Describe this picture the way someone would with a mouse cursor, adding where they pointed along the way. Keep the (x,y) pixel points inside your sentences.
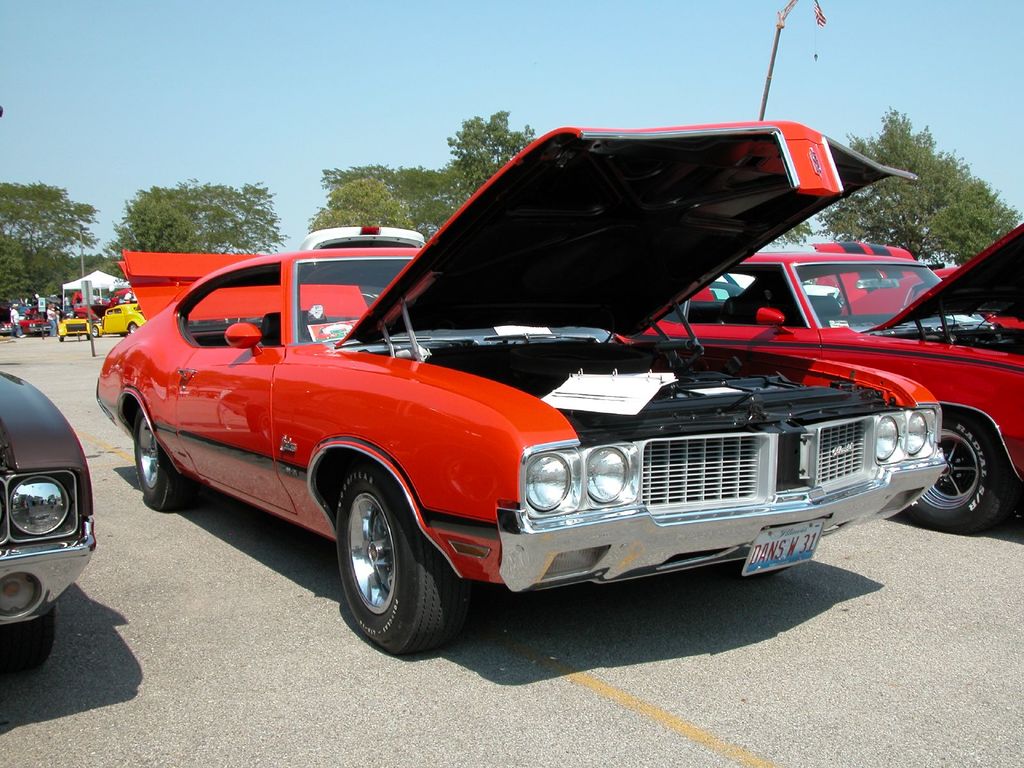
In this picture I can see there are cars (409,374) parked here and in the backdrop (216,239) I can see there are some trees (79,258) and the sky (379,103) is clear.
